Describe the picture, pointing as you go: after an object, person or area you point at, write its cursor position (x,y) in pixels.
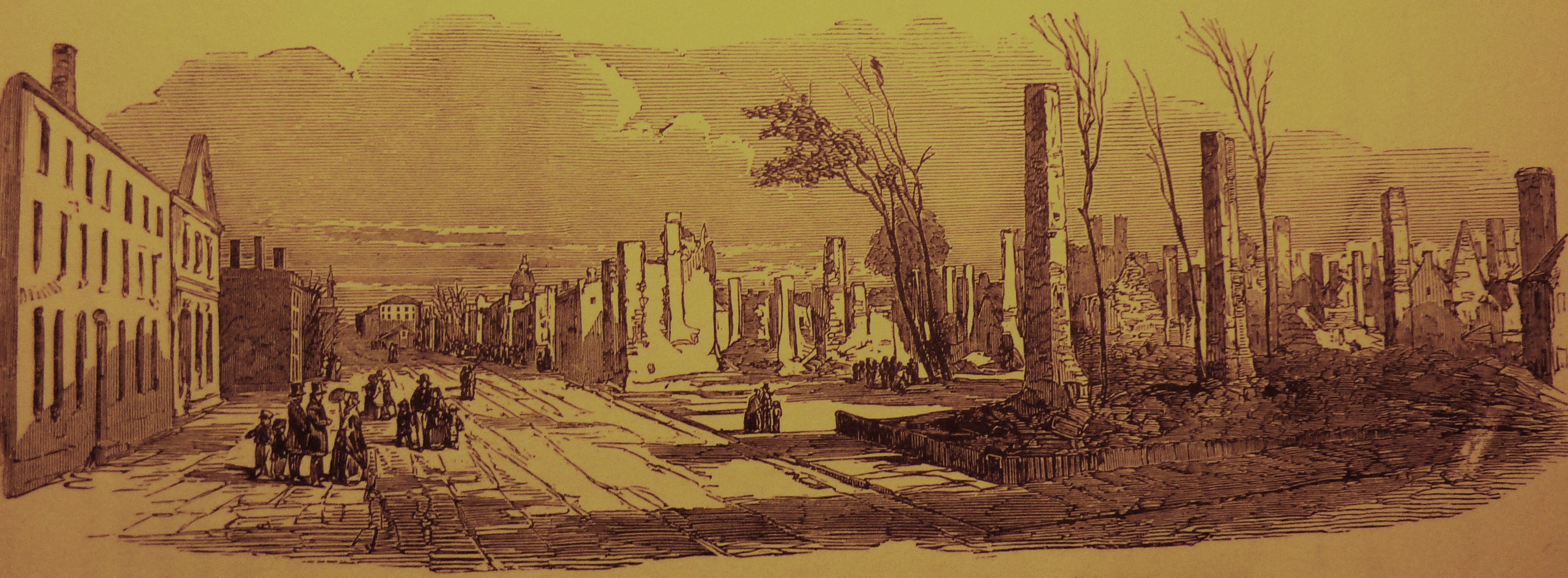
In this image I can see it is a painting, there are buildings (984,315), trees (443,332). On the left side (427,432) there are few people (432,429) at the top (596,154) it is the sky (573,215).
